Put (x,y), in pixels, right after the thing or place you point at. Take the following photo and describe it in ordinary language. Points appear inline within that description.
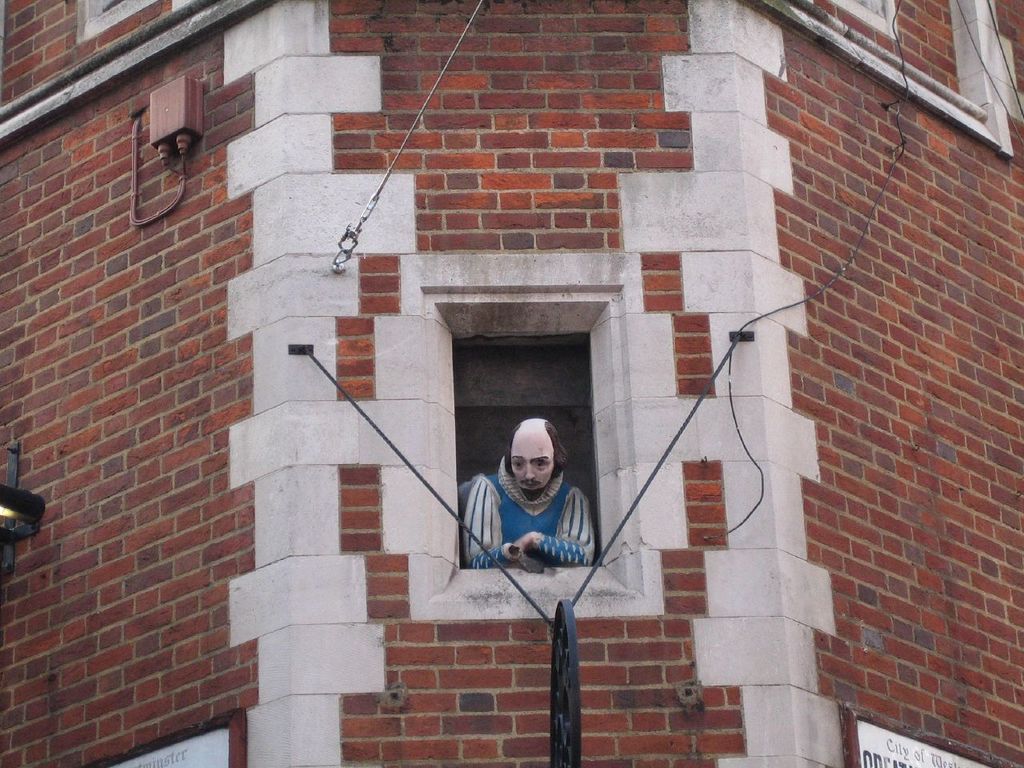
This picture shows a building (513,281) and we see a human statue (469,507) from the window (497,378) and a wheel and we see couple of boards (905,738) with text (181,752) to the wall (632,741).
